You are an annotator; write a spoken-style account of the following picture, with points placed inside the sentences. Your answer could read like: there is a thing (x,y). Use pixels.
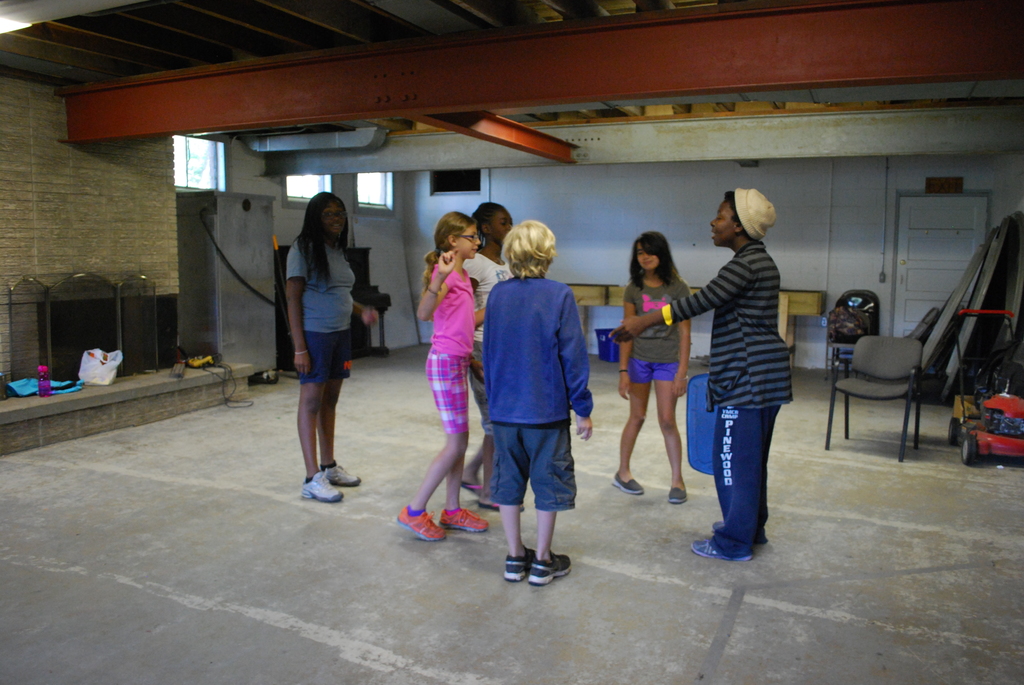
In this image there are a few girls (456,405) and a woman (703,298) standing and talking with each other, behind them there is a chair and some metal and wood stuff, behind them on the wall (837,197) there is a door (922,256).
